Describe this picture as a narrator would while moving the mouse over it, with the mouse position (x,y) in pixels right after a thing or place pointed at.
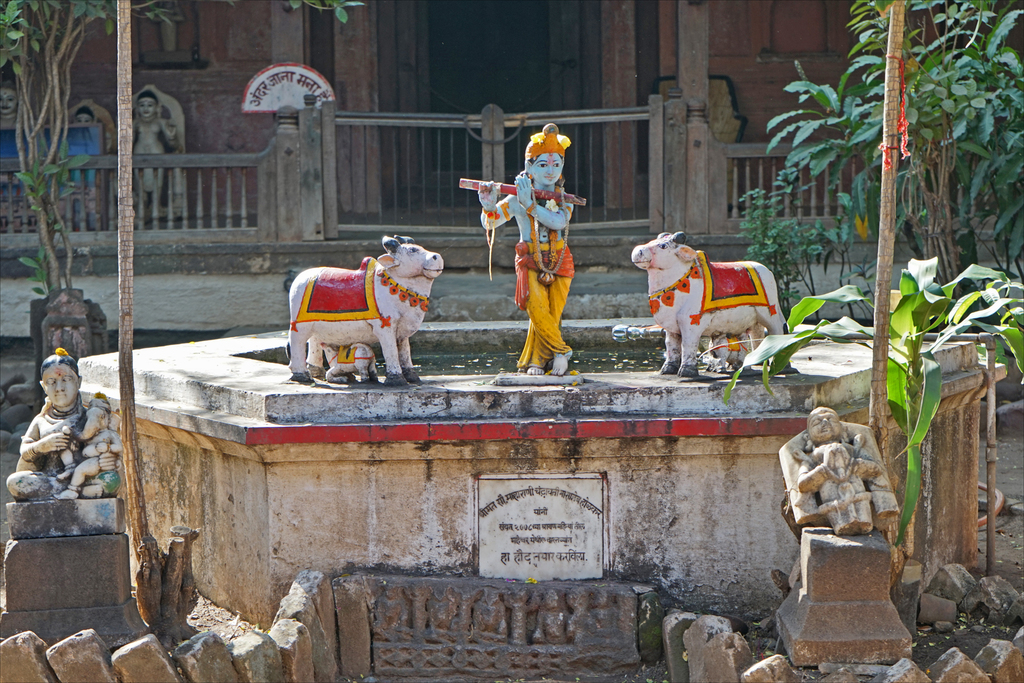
This image is consists of a statue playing a flute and two cow statues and there are plants (817,99) and bamboos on the right (810,155) and left side of the image (33,206) and there is a house (459,160) in the background area of the image (437,118), there is a door (477,25) and a boundary (573,165) at the top side of the image (642,118).
